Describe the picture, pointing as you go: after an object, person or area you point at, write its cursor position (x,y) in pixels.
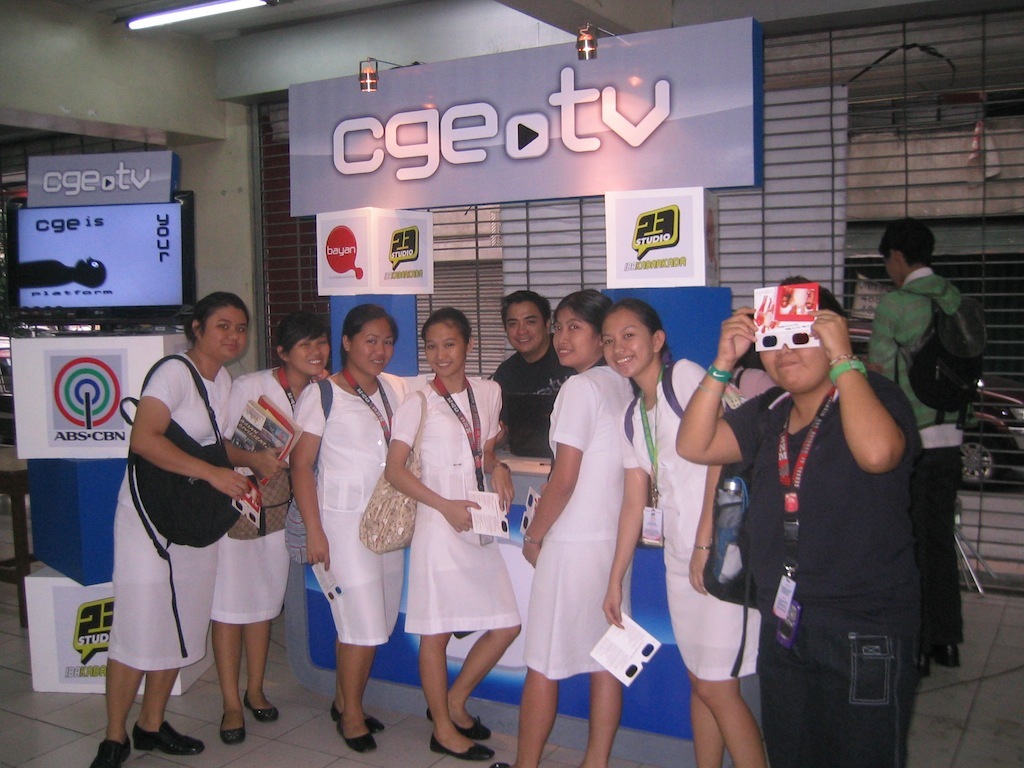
In this image there are few people (596,386) inside the room (292,48) wearing bags (281,472) and holding papers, there is a board (354,114) hanging from the roof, a table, an object (95,298) on the boxes (99,483), lights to the roof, outside the window (973,443) there is a vehicle (971,465) and a building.
